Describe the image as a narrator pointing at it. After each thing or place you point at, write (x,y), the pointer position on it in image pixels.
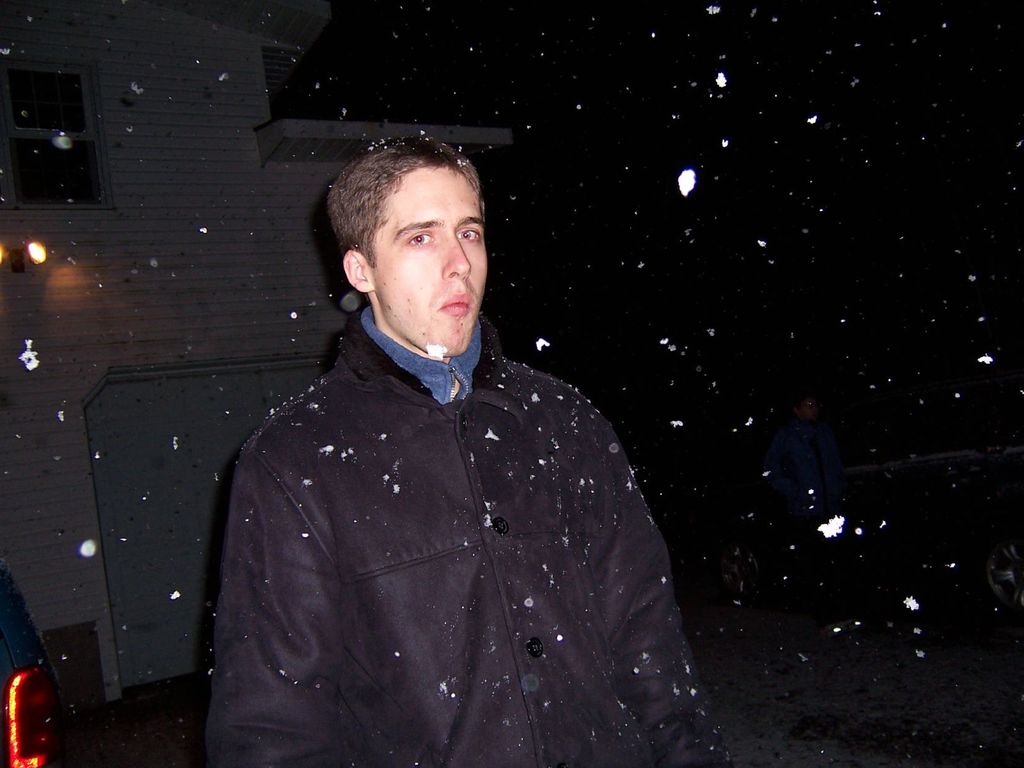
This picture describes about few people (797,447), in the middle of the image (392,450) we can see a man (409,481), beside to him we can find a car (17,611), a light (28,247) and a house (178,299).
